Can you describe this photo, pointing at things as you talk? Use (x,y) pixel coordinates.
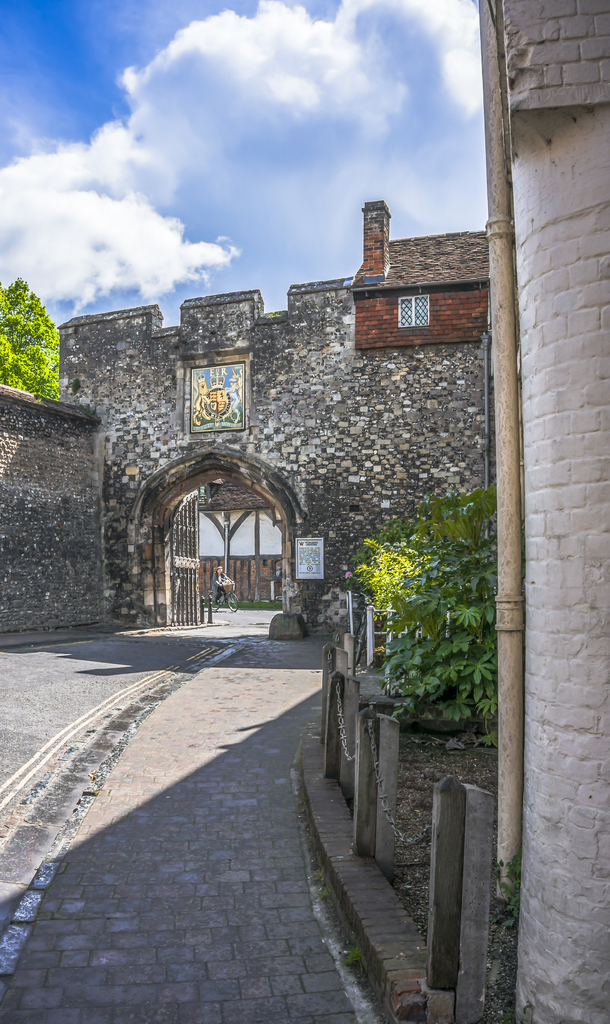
Here in this picture we can see an old monumental building (131,457) present over a place and in the front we can see an arch like structure (287,530) with a gate (198,594) present and we can see a person (220,589) with a bicycle (218,587) present on the ground (232,626) and we can also see plants (445,679) and trees (15,383) present over there and we can see clouds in the sky (216,202).
